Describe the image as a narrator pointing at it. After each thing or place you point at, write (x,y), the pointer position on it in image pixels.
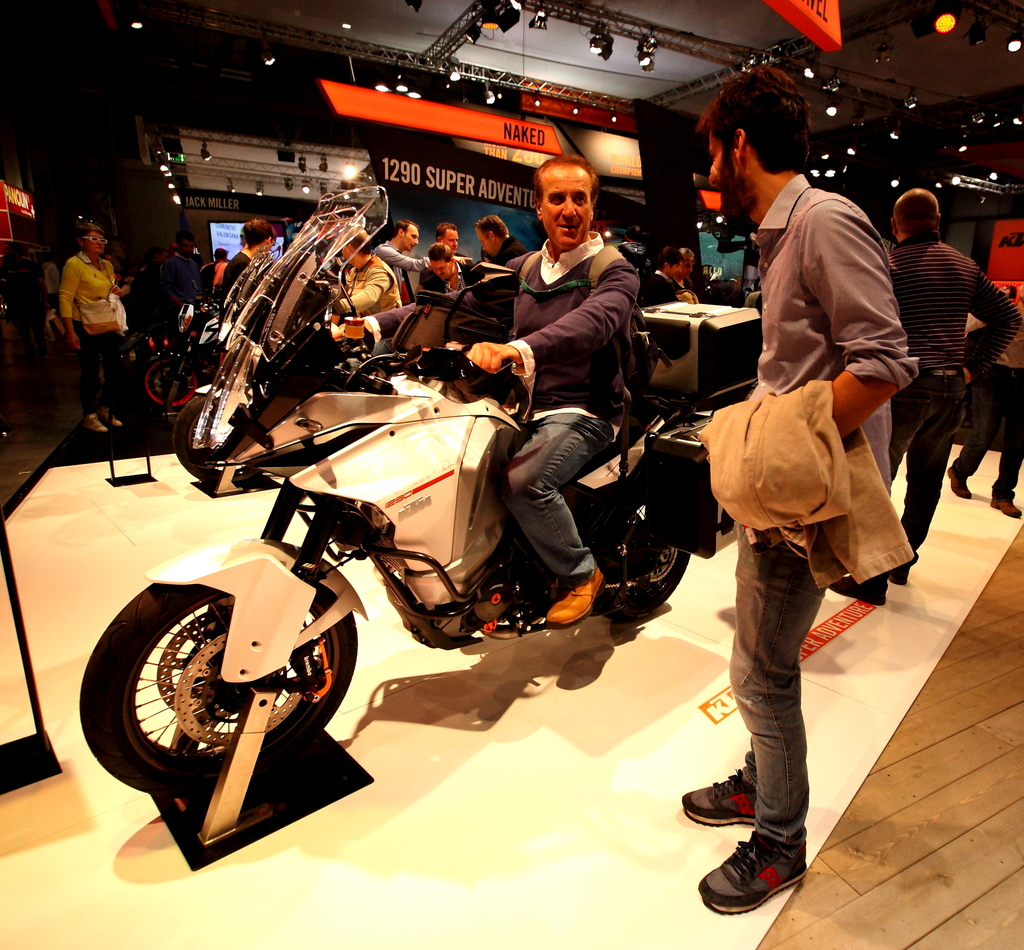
In this picture, we see a man (608,352) in dark sweater (571,326) is sitting on a bike (359,447). The man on the right corner of the picture (797,294) wearing violet shirt (805,281) is catching a jacket (844,489) in his hands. Behind them, we see many people (403,242) and behind them, we see a board (460,155) on which some text (466,178) is written on it. On the top of the picture (662,96), we see on the roof (667,44) of that room (668,48).
